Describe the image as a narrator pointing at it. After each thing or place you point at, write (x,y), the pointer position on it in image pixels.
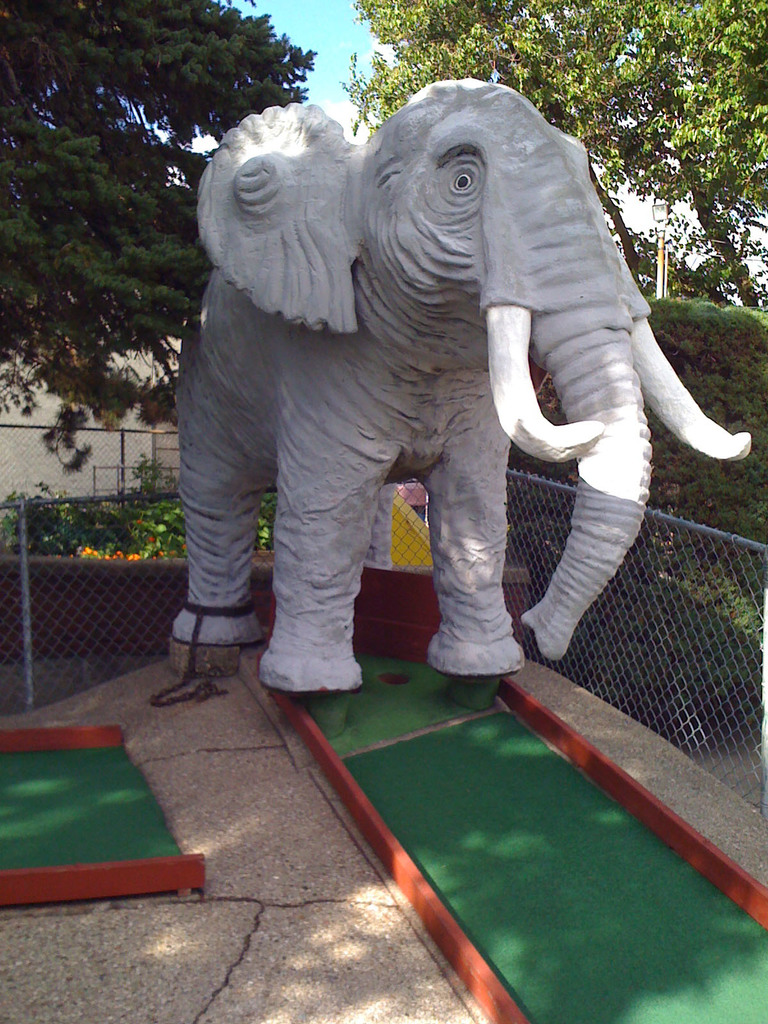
In this image we can see a statue of an elephant (308,647) and some trees (68,4).
